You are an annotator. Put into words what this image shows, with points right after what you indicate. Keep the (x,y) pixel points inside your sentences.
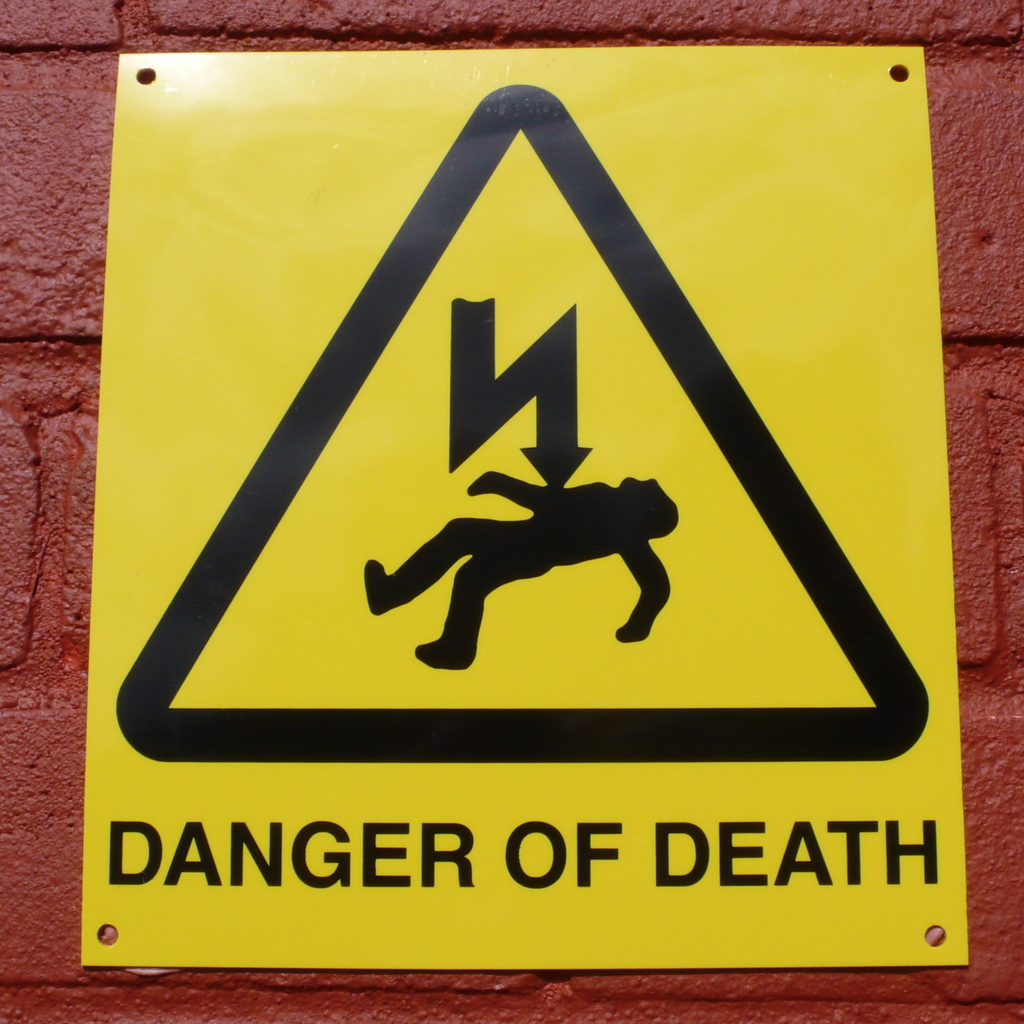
In the center of the image (445,549) we can see sign board (591,794) on the wall (998,771).
